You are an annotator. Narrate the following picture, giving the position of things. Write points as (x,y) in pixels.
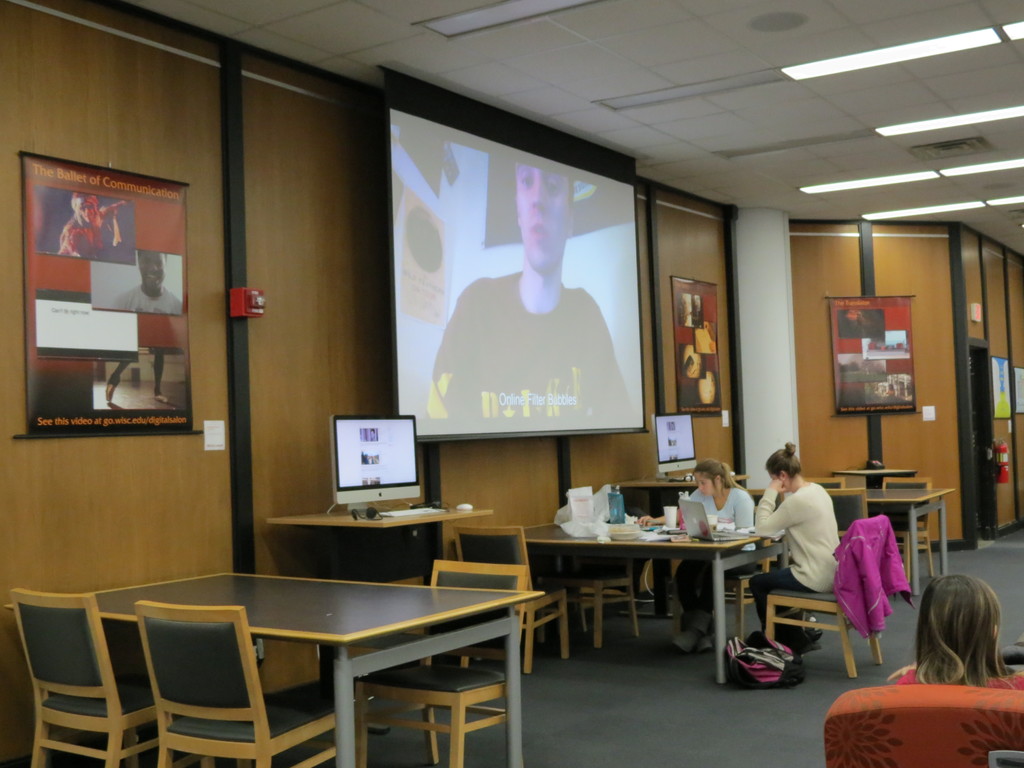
In the image we can see there are table (109,610) and chairs (324,693) and there are people (775,473) who are sitting on the chair (846,625) and on the wall (814,463) there is a screen (533,421) and there are monitors (413,469) on the table (364,522).
